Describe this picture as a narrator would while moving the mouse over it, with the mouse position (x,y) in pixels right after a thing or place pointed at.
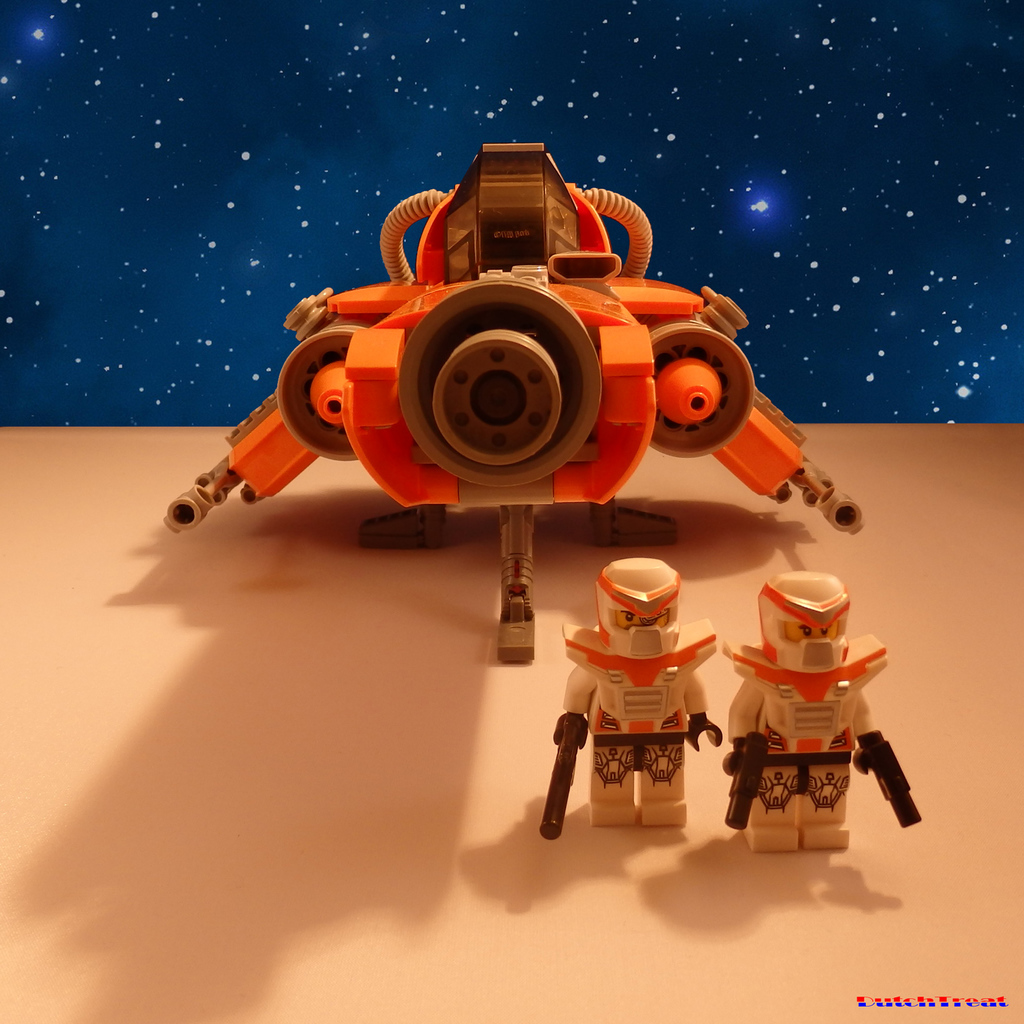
This is an image where we can see two toy figures (665,611) and a machine toy (615,464) are kept on the surface (900,514). In the background (189,153), we can see stars (873,375) in the sky (134,327). Here we can see the watermark (962,1003) on the bottom right side of the image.
